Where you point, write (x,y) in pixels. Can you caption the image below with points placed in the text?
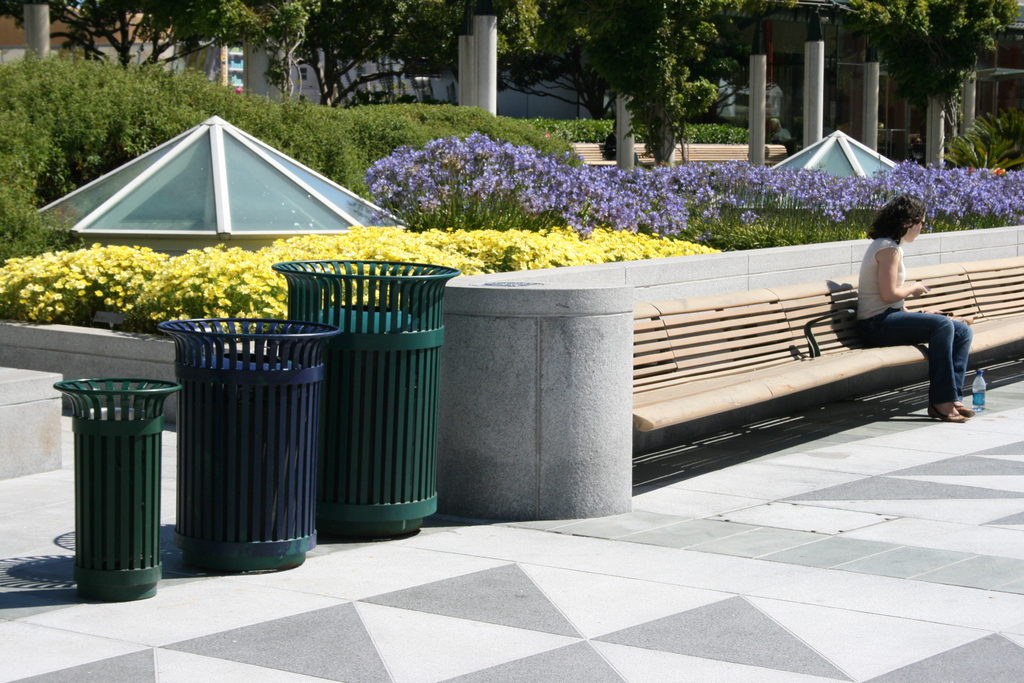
there is a tiled floor (460,554). at the left (279,449) there are 3 baskets (294,418) which are blue and green in color. at the right (692,338) there is a wooden bench (645,398) on which a woman (920,320) is sitting. there is a plastic water bottle (977,372) on the floor (615,605). behind her there are yellow and lavender flower plants (556,192). behind that there are plants (18,104) and trees (646,43). at the back (513,109) there are buildings (273,90).
